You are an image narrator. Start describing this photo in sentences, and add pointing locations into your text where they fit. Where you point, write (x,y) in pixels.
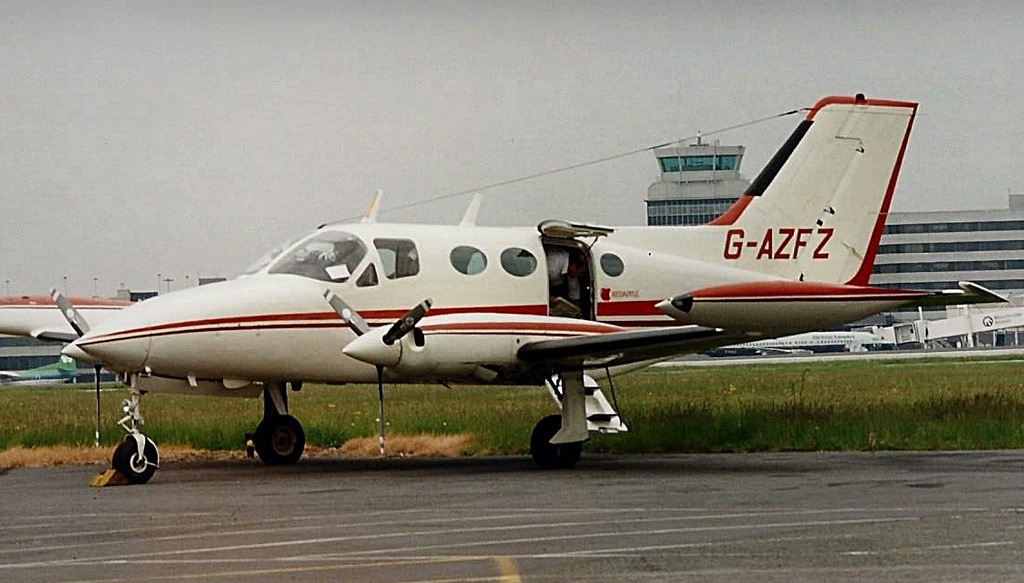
In this image I can see an aircraft's (254,354) on the road (536,463). These aircrafts (427,301) are in white and red color. And I can see the name (748,245) written on it. In the background (725,207) I can see the building (703,219) and also the grass (643,412). I can also see the white color sky (290,119) in the back (103,265).
